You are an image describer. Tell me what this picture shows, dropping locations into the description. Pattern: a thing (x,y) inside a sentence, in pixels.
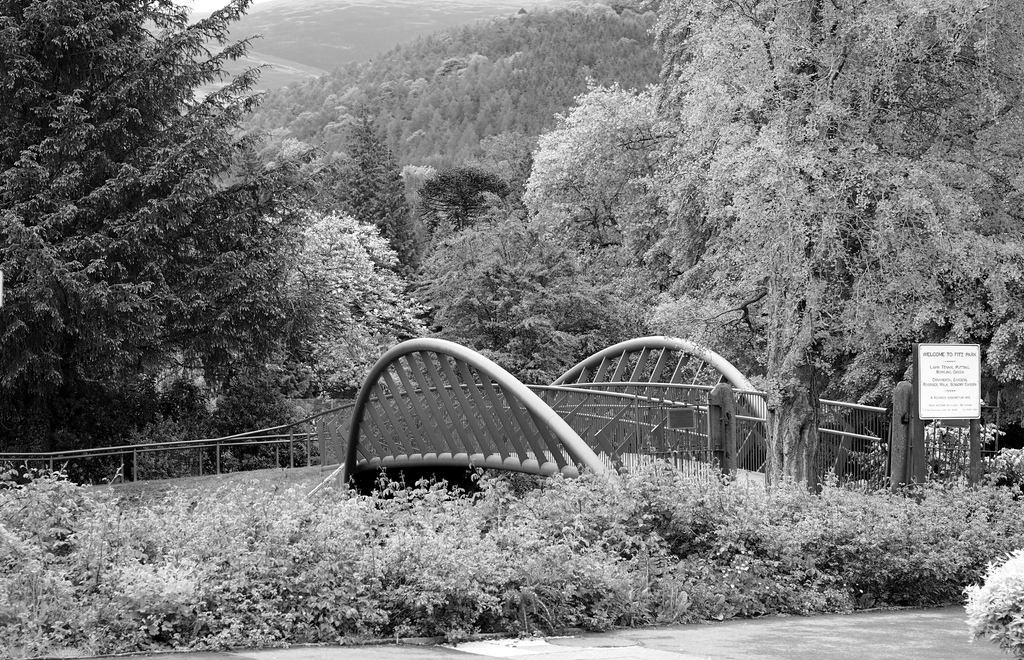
In this image, we can see a bridge (576,443) and we can see some plants (675,475) and trees (566,86). On the right side (930,408), we can see a sign board (980,404).
